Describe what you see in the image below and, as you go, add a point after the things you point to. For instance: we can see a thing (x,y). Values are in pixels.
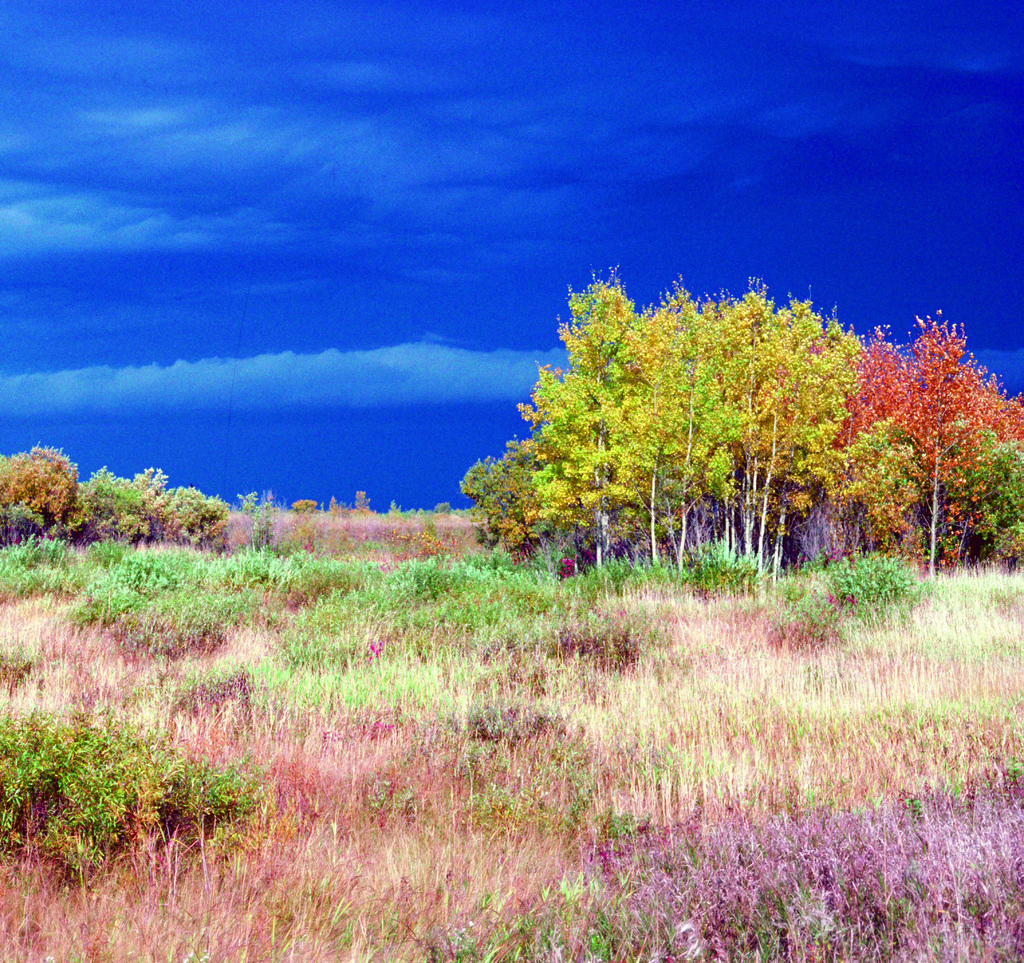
In this picture I can see many trees (971,547), plants (138,581) and grass (291,892). At the top (460,116) I can see the sky (355,145) and clouds (40,130).
